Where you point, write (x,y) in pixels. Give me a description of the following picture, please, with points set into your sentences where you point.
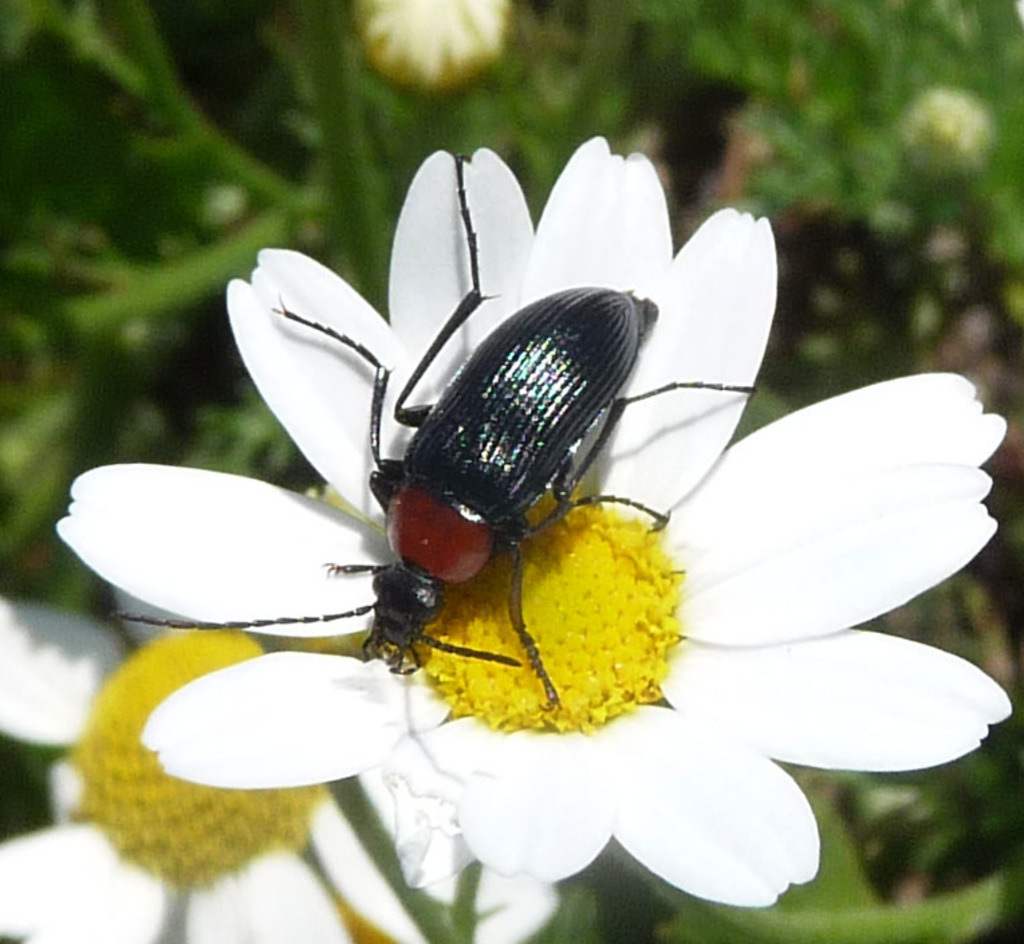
In this picture we can see an insect (499,502) on the flower (494,571). Behind the flower (669,450), there is a blurred background (902,291). In the bottom left corner of the image (141,851), there is another flower (114,822).
